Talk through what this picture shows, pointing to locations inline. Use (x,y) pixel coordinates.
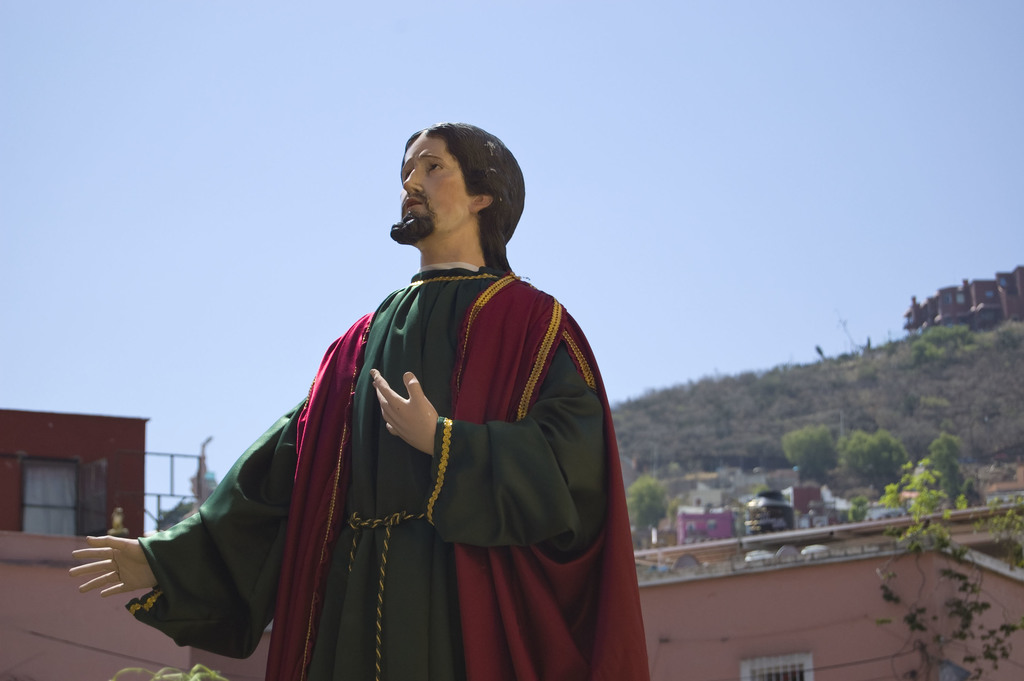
In this picture we can see the statue (403,387) of a person (436,521). In the background (959,642) can see buildings (668,571), trees (634,490) and mountain (923,430). At the top (729,65) there is a sky (735,78). On the left (48,479) we can see the door (40,508). At the bottom right corner (924,540) we can see the window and plants (942,611) near to the wall (884,607).
